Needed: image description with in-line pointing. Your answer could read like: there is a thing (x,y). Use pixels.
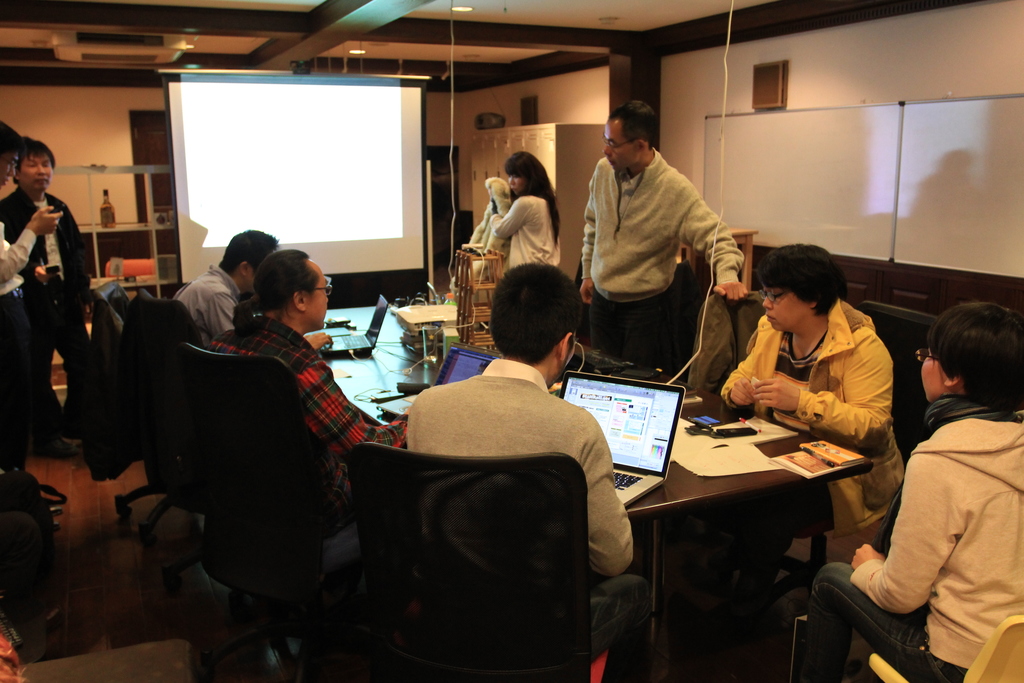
In this picture we can see some group of people (499,421) sitting around table (443,347) on which there are some laptops (449,363) and there is a big screen (359,180) in front of them.
